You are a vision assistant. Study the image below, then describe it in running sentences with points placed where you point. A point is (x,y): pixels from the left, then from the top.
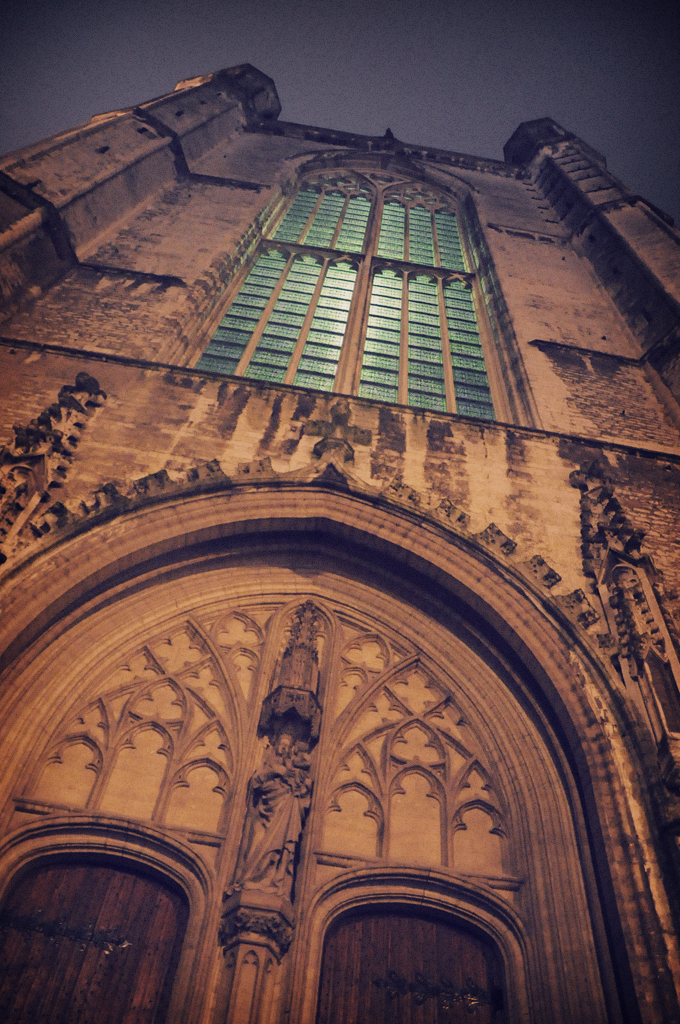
In the image there is a building (333,737) with walls (164,279), pillars (89,153), arch shaped door (36,808) with sculptures (281,877). And also there are windows (362,219).
